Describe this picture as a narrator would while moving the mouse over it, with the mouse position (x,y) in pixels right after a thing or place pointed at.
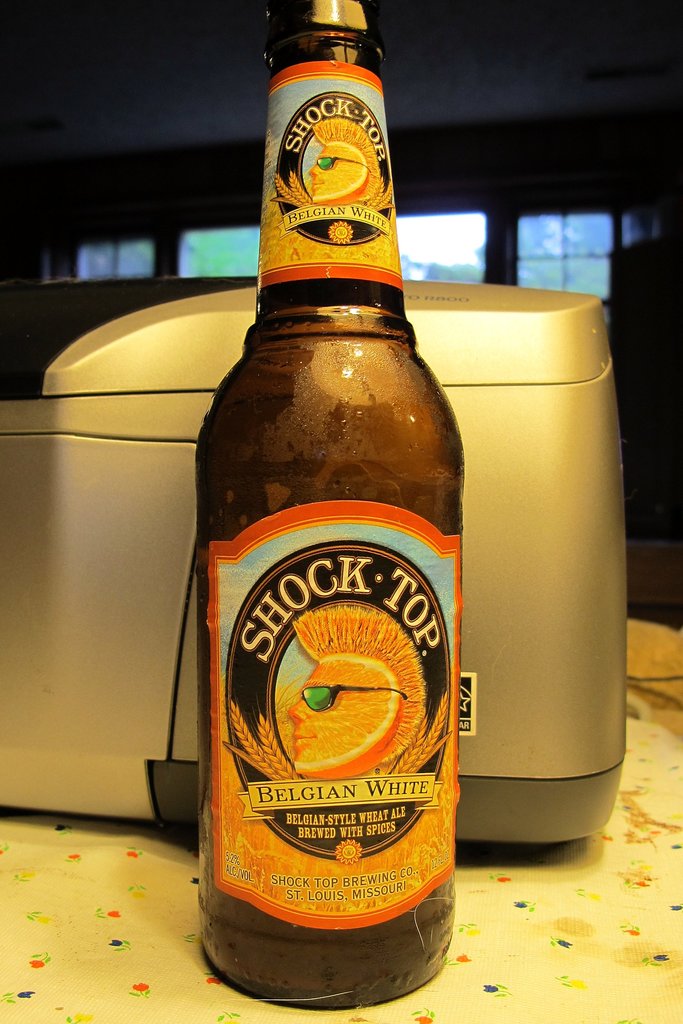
This picture shows a printer (178,792) and a beer bottle (246,583) on the table (178,1012) and we see a window (472,278) and from the window (474,245) we see couple of trees (228,241).
